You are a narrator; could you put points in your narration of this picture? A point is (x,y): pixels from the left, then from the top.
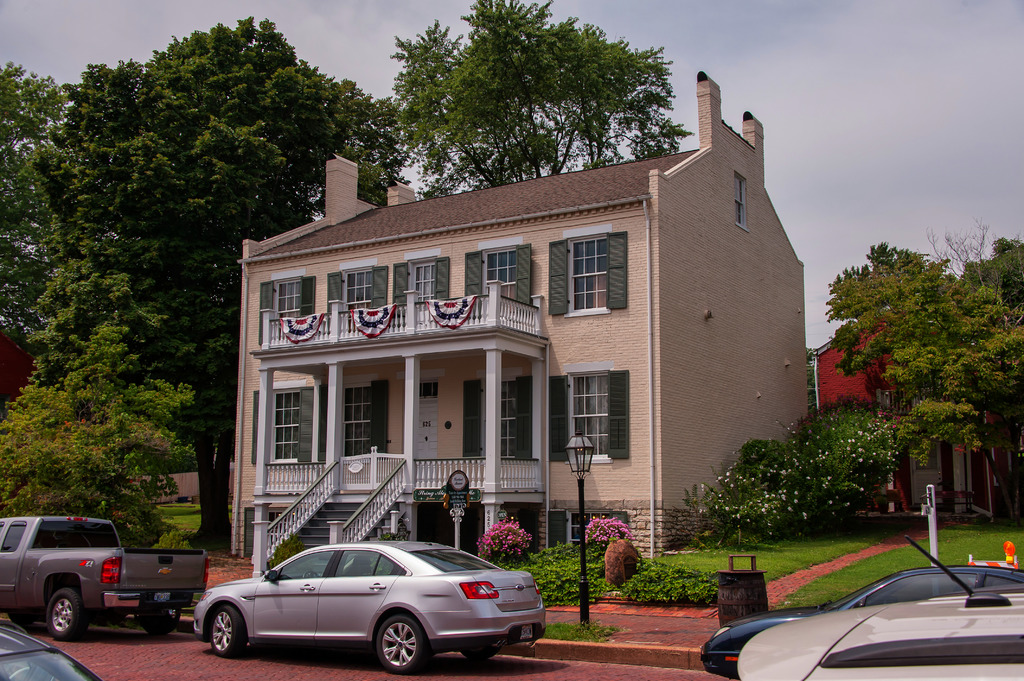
In this image there are buildings (567,323) and trees (228,428). We can see cars (880,647). There are poles (584,549) and we can see flowers (504,527). In the background (736,91) there is sky (836,60).
